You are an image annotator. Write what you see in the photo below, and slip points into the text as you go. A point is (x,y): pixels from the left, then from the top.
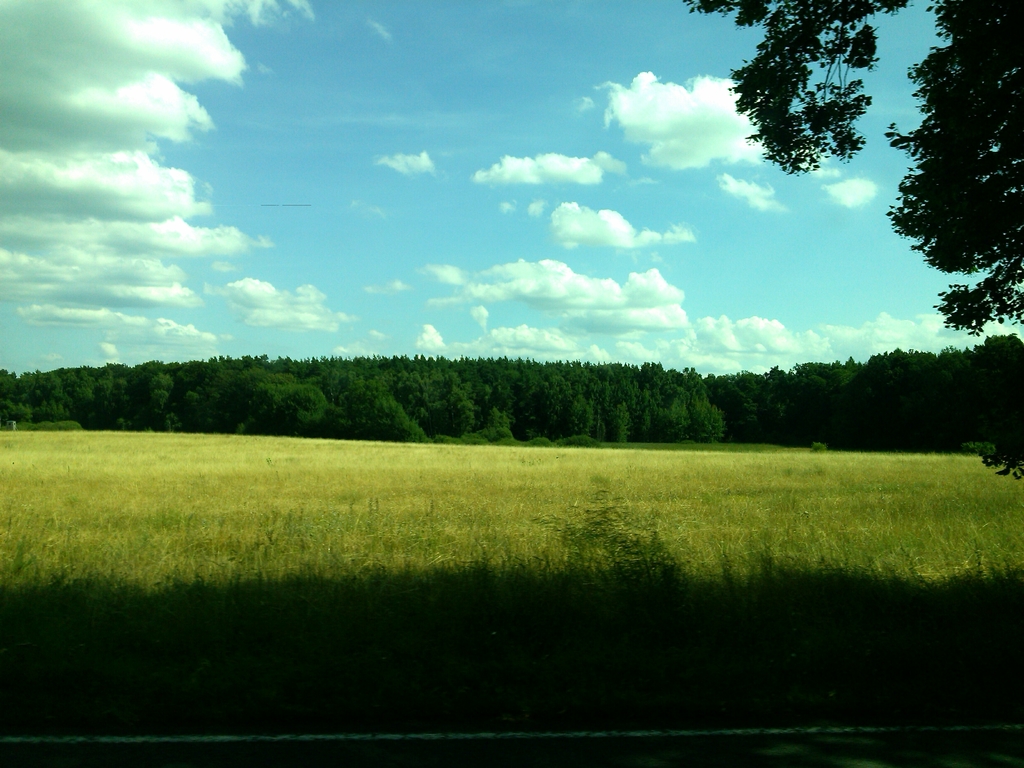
In this picture we can see a land (303,440) covered with green grass (574,449) and trees (19,420). Here the sky (664,156) is blue.
